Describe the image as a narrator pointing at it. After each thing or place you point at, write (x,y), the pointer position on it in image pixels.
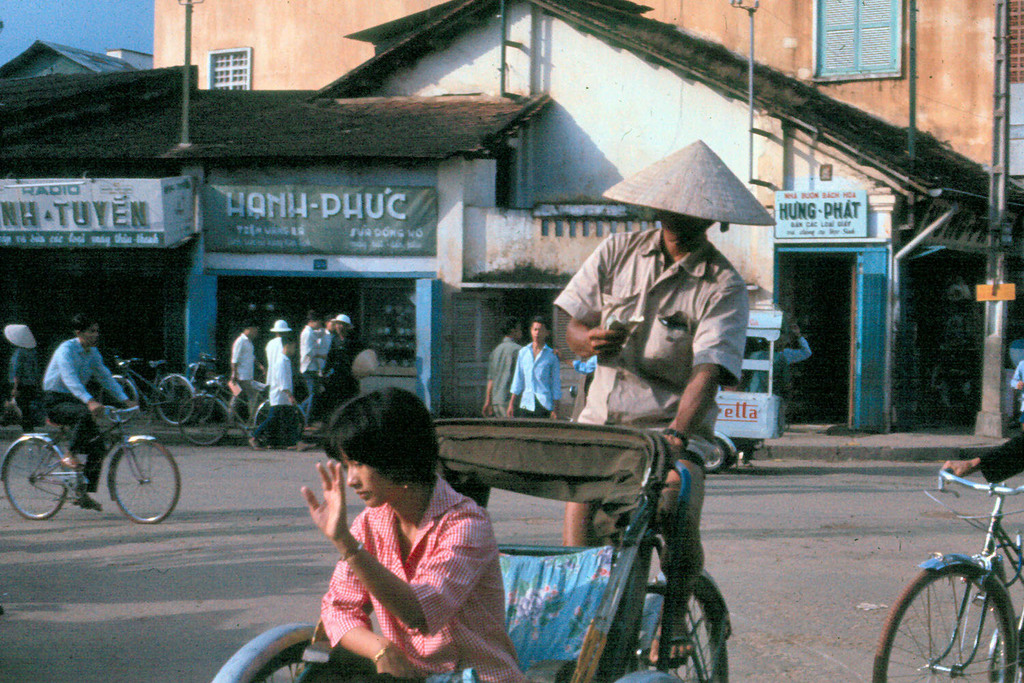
In this picture there is a woman (406,540) sitting on a bicycle chair (587,624) man (674,586) is riding a bicycle (702,608) and few more bicycles (193,420) are there another man (74,358) is riding a bicycle (114,465) and this is a road (300,527) back side there is a some more shops (390,310) and some flexes (312,230) and back of it there is a building (280,27).
